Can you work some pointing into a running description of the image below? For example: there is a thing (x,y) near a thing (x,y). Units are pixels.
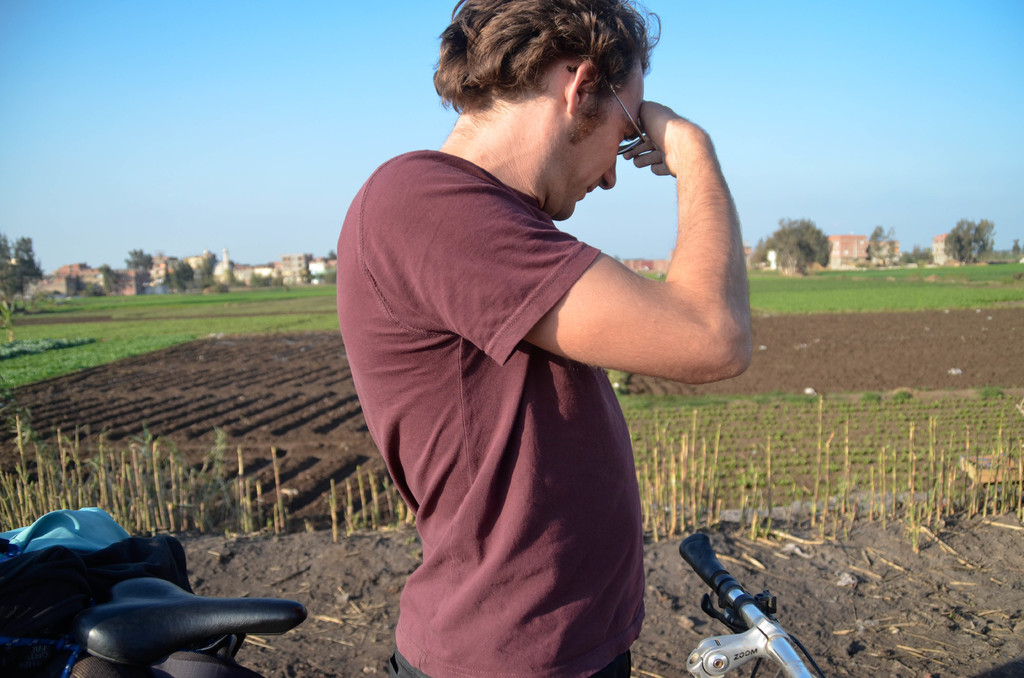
In this image, we can see a person (562,476) is standing. Here we can see vehicle seat (212,626) and handle (753,652). Left side (65,572) bottom corner, there is a bag (21,655). Background (870,430) we can see plants (786,405), farming lands (777,329), trees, buildings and sky (793,115).
